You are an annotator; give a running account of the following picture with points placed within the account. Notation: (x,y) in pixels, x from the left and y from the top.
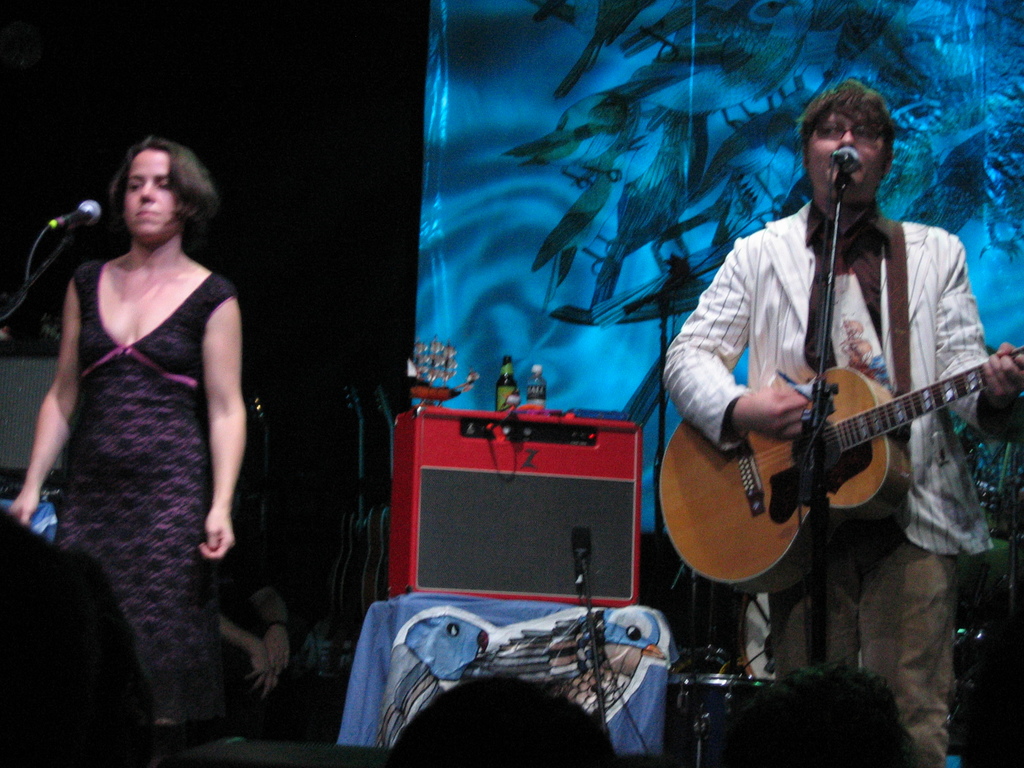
This is a picture of a stage performance. On the right (748,420) there is a man (806,378) playing guitar (841,401) and singing there is a microphone (836,160) in front of him. On the left (176,325) there is a woman (118,547) standing. On the left (83,203) there is a microphone (62,217). In the background (692,77) there is a blue color banner (596,83). In the center (510,485) there is a microphone (575,536) and a speaker (526,484), on the speaker (527,415) there are bottles (509,370). In the background (736,677) on the right (708,699) there are drums (701,670). In the foreground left there is a person (270,660) sitting.
